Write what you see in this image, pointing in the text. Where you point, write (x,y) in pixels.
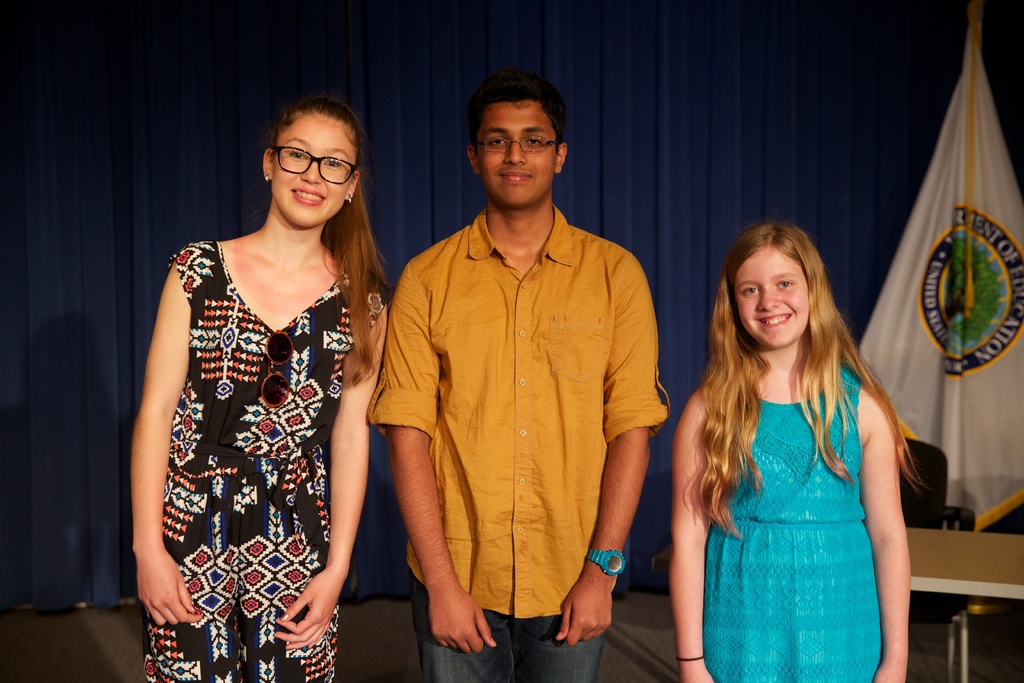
This picture is taken inside the room (405,665). In this image, in the middle (372,423), we can see three people (724,462). On the right side (976,371), we can see a table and a flag (959,376). In the background (437,167), we can see the blue color curtain (608,194).
